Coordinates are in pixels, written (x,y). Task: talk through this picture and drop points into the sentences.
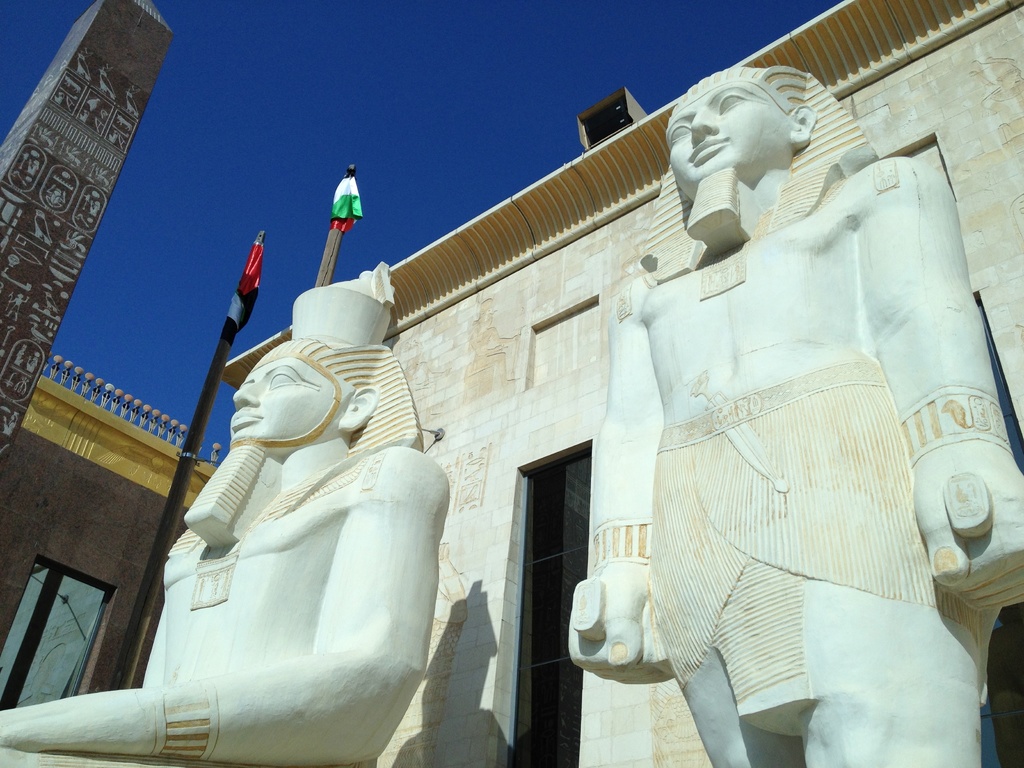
In the center of the image (393,498) we can see two statues (220,657), which are in white color. In the background (168,415), we can see the sky (646,55), buildings (667,124), poles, flags (250,308), one pillar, one door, fence (176,425) and a few other objects (58,602). And we can see some art work (10,357) on the wall (457,443) and on the pillar (35,329).
